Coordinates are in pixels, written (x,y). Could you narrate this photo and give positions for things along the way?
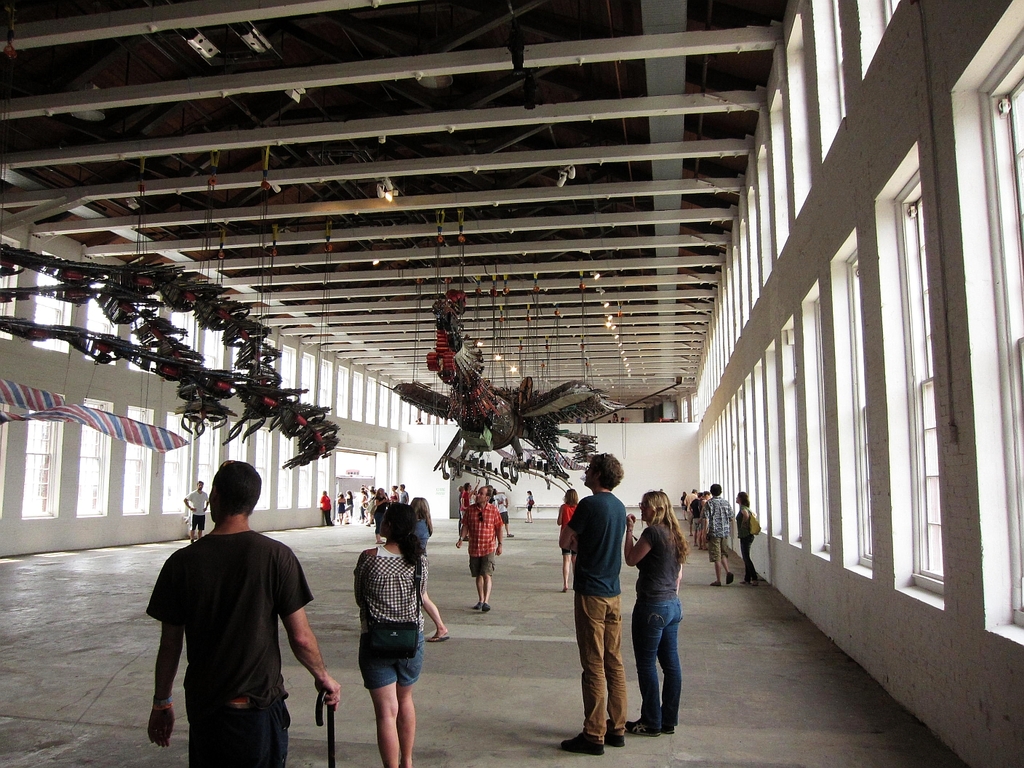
This picture shows the inner view of a building (618,141). There are three objects (152,359) hanged to the ceiling (185,192), dome lights (565,170) attached to the ceiling (282,76), some rods (573,116) attached to the ceiling (672,304), some people (722,555) are standing, some people (715,489) are walking, some objects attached to the ceiling (296,175), some people (302,618) are holding some objects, two persons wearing bags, some objects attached to the wall (676,423) and one object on the ground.
